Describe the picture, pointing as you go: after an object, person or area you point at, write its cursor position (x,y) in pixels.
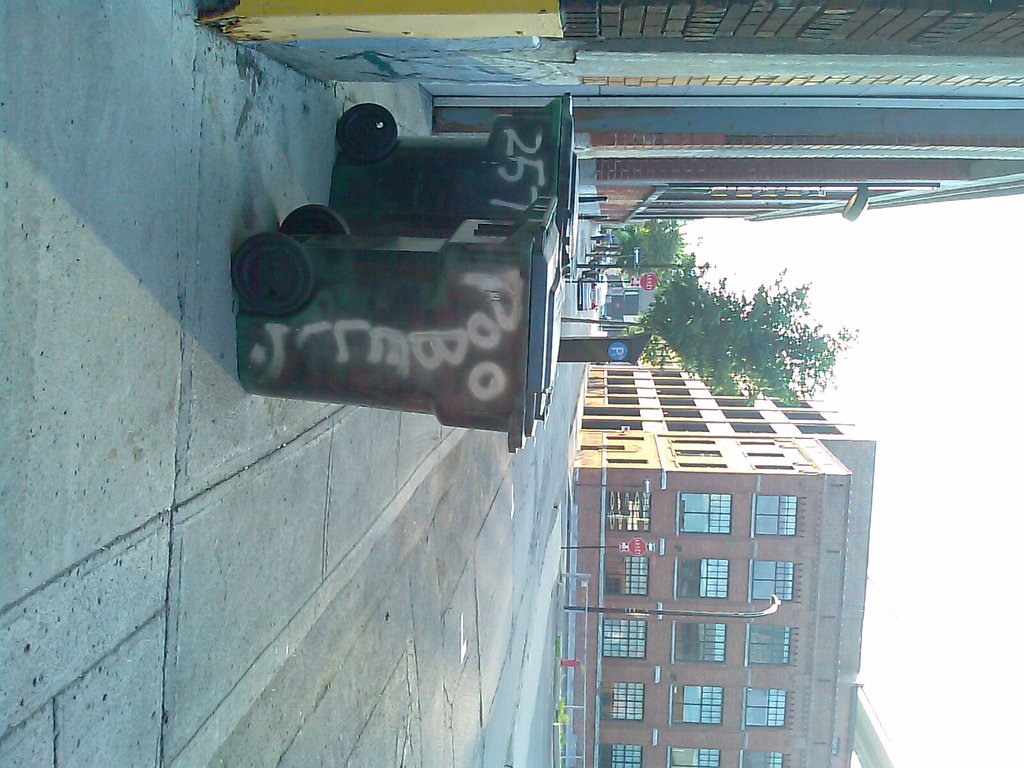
In this picture I can observe trash bins (394,260) in front of a wall (504,71). There is a road (553,504). I can observe some poles (616,611) on either sides of the road (564,312). There are buildings (647,660), trees (707,336) and sky (870,337).
